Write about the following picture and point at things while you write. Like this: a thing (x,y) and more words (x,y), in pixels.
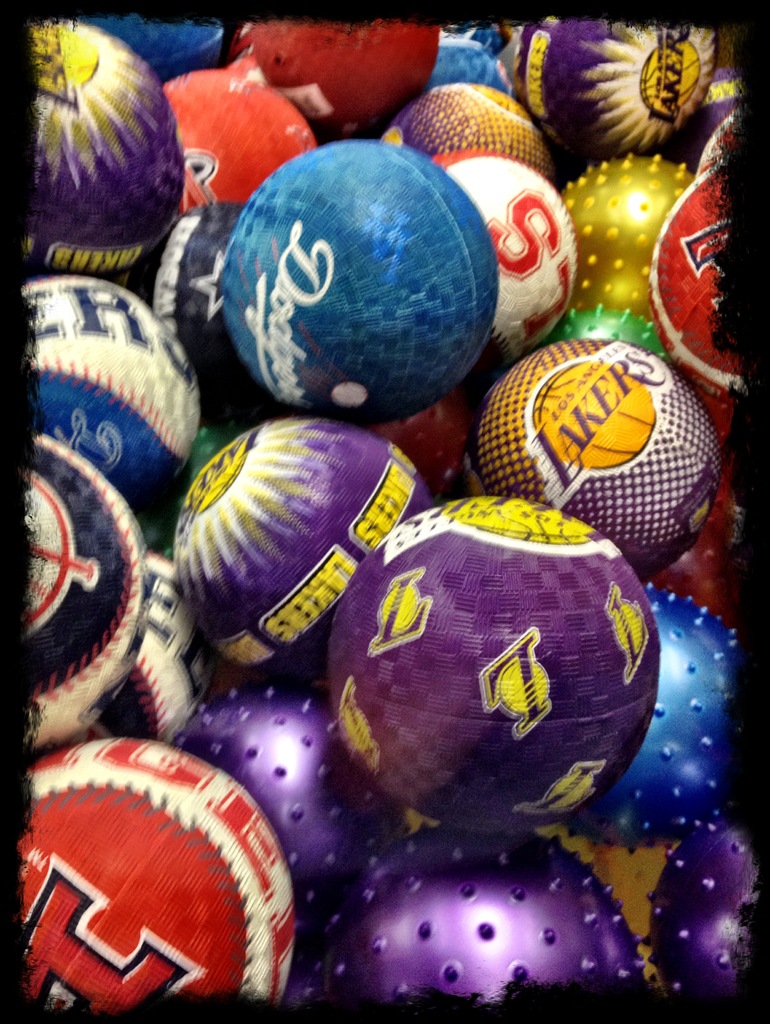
Here in this picture we can see different colored balls (489,334) present over there.
